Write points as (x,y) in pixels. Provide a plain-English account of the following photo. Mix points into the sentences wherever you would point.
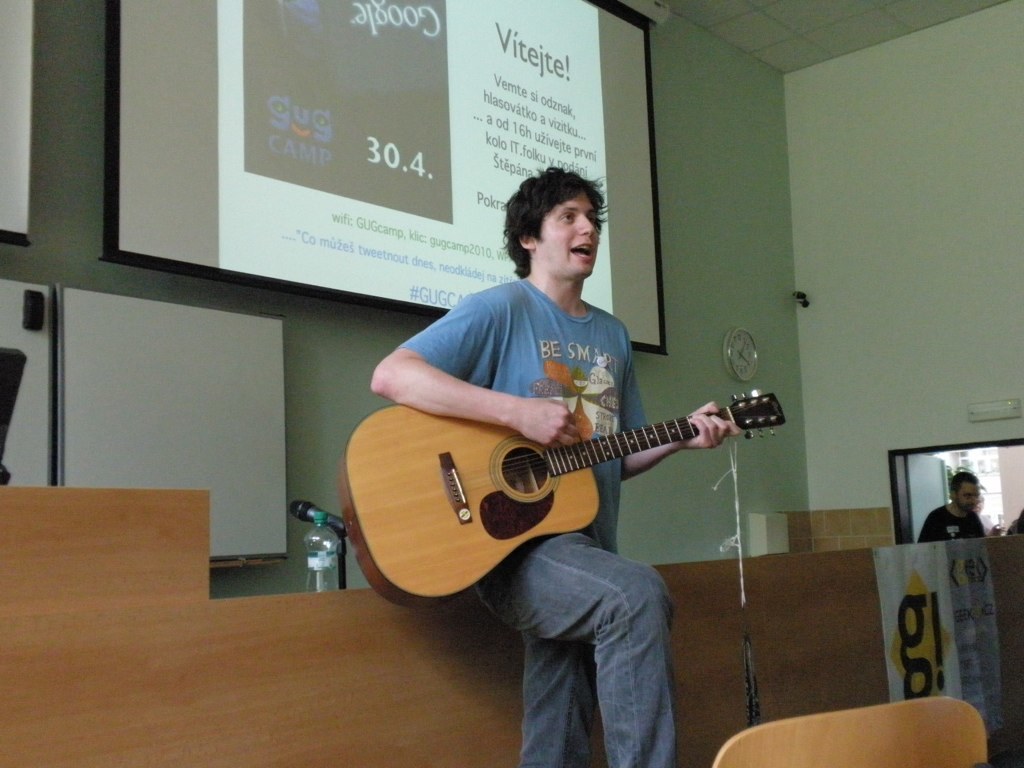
In the picture we can find a man (549,177) holding a guitar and playing it. In the background (439,237) we can find a screen (409,225) a clock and wall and a bottle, microphone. On the right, far behind that man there is another person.
